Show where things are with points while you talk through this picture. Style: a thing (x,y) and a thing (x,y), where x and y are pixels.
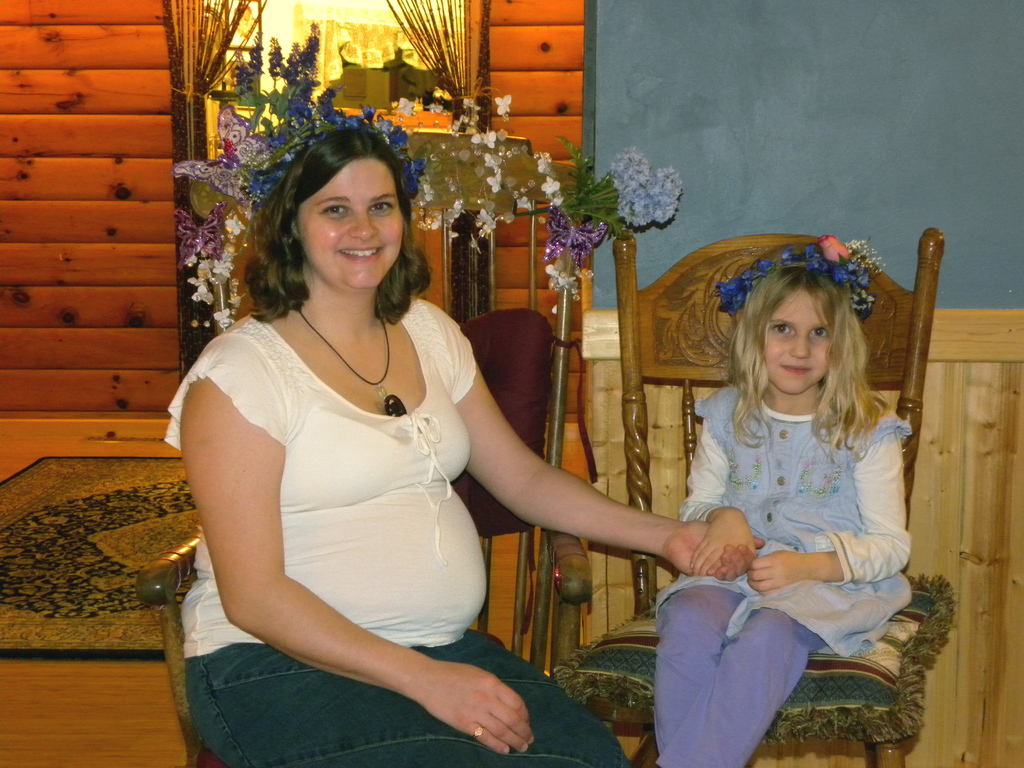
In this image I can see a woman (366,529) wearing white and black colored dress (362,537) and a girl (803,496) wearing blue and purple color dress (782,523) are sitting on chairs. In the background (703,113) I can see the wall (745,100), a mirror (333,43), few flowers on their heads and a floor mat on the floor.
